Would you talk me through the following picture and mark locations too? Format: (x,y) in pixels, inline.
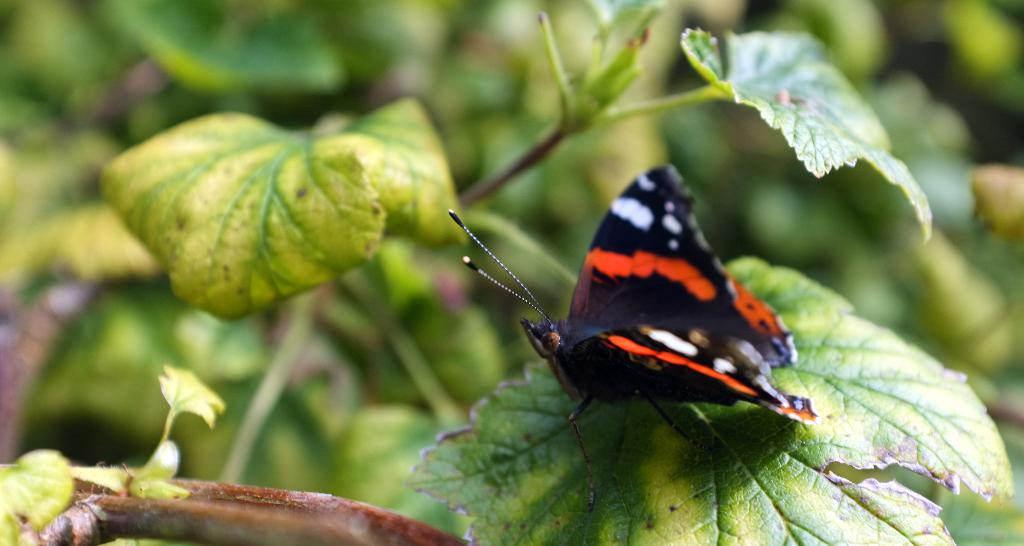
In this picture I can see a butterfly (771,400) on the leaf (693,450) and I can see plants (517,81) in the back (369,88).
